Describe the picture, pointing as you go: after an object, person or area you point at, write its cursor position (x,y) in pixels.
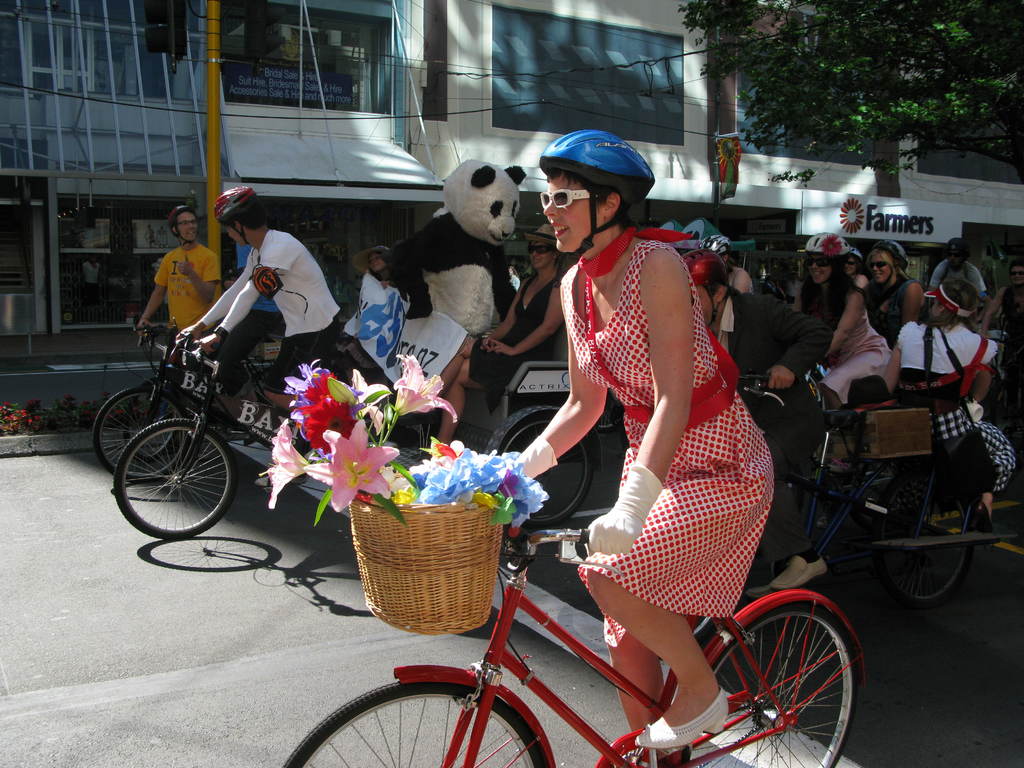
As we can see in the image there is a building (486,85), tree (863,79), banner (898,219), few people (682,277) here and there and few of them are riding bicycles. The women (637,460) in the front (633,418) is wearing red and pink color dress (625,368), blue color helmet (581,160), white color spectacles (572,200) and in the basket (389,534) there are flowers (363,430).
